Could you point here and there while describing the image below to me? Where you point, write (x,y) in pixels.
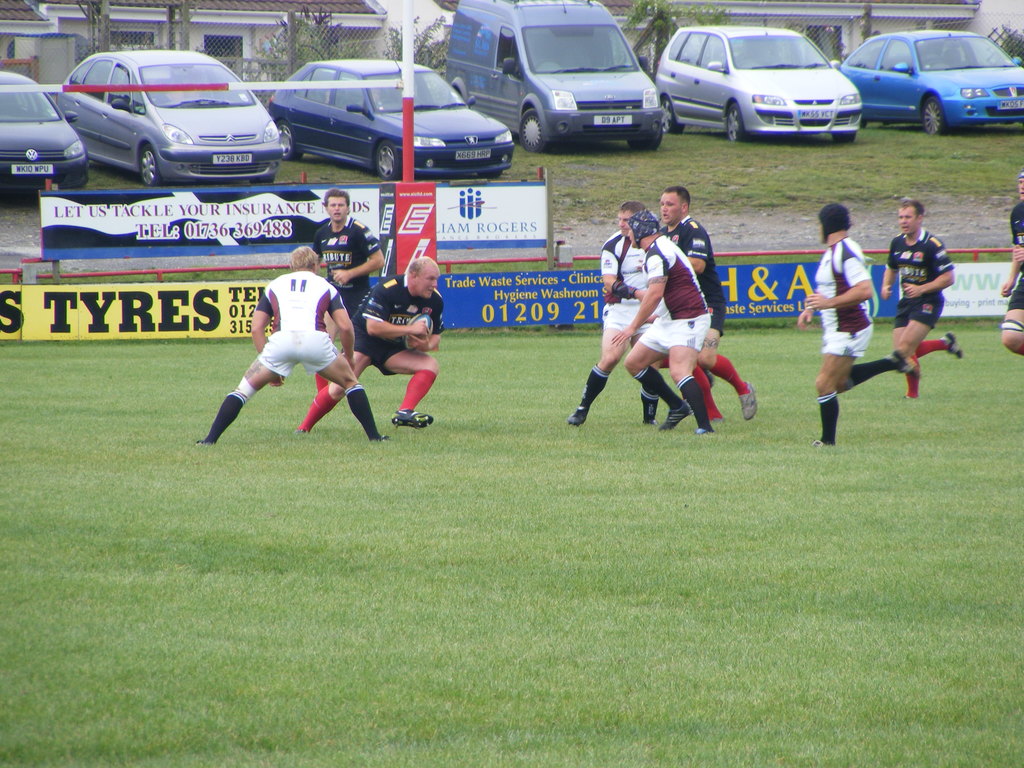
In this image I can see group of people (293,319) playing game. The person (269,296) in front (317,340) white color dress (305,335), background (143,294) I can see a board (156,306) attached to the pole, the board (486,300) is in blue and yellow color. I can also see few cars (55,118) and building (256,31) in white color.
